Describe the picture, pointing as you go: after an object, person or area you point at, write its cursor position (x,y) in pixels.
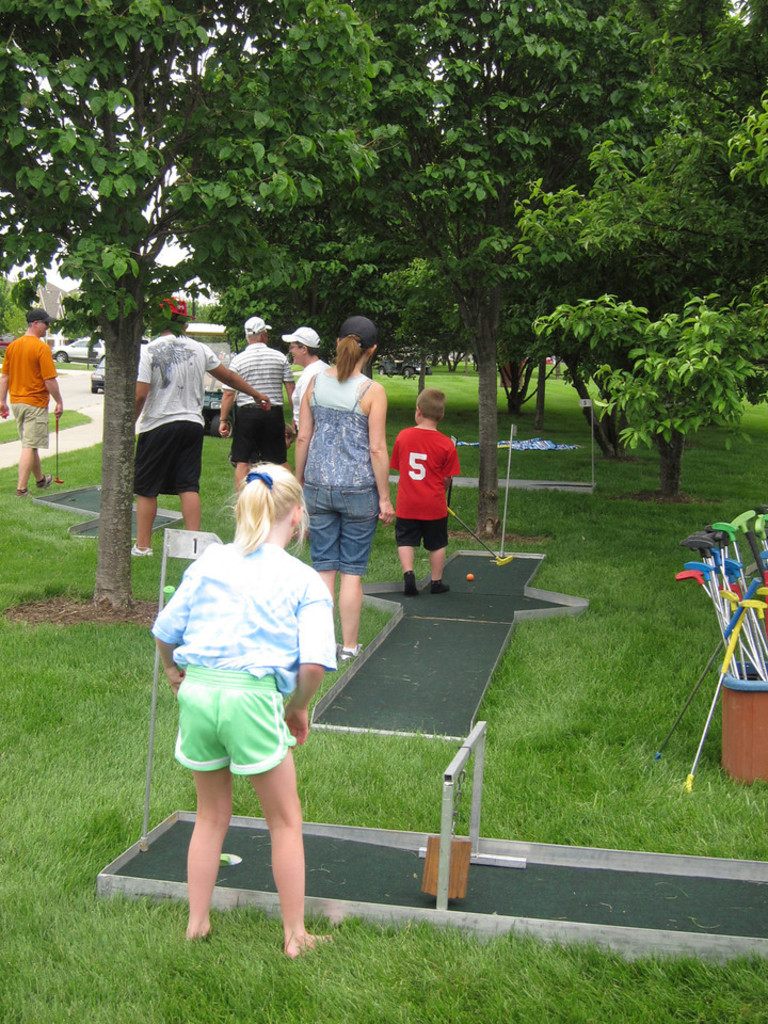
In this image we can see few people (435,493) and objects (457,577) on the grass (88,478), two of them are holding golf sticks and there are few golf sticks (718,572) in the bucket (741,702), there are few trees (399,202), cars (96,372) on the road (82,378) and the sky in the background (90,390).
